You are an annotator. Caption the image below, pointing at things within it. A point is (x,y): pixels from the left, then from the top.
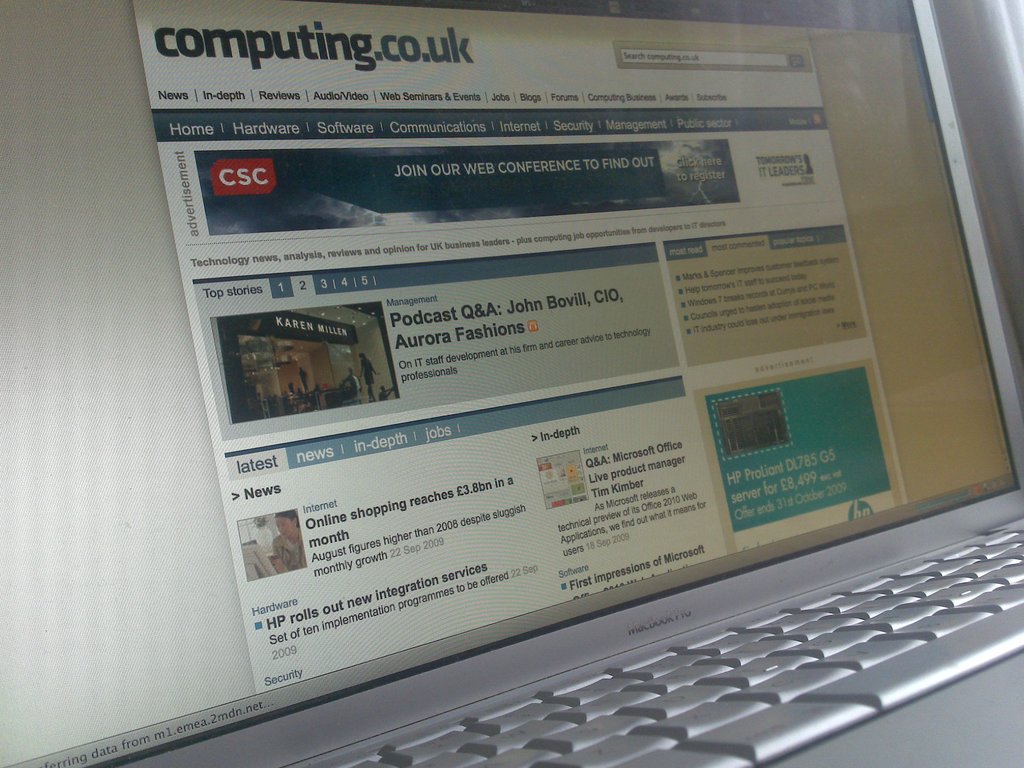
In this image we can see a display screen (604,305) and a keypad (828,641) of a laptop (857,452).
